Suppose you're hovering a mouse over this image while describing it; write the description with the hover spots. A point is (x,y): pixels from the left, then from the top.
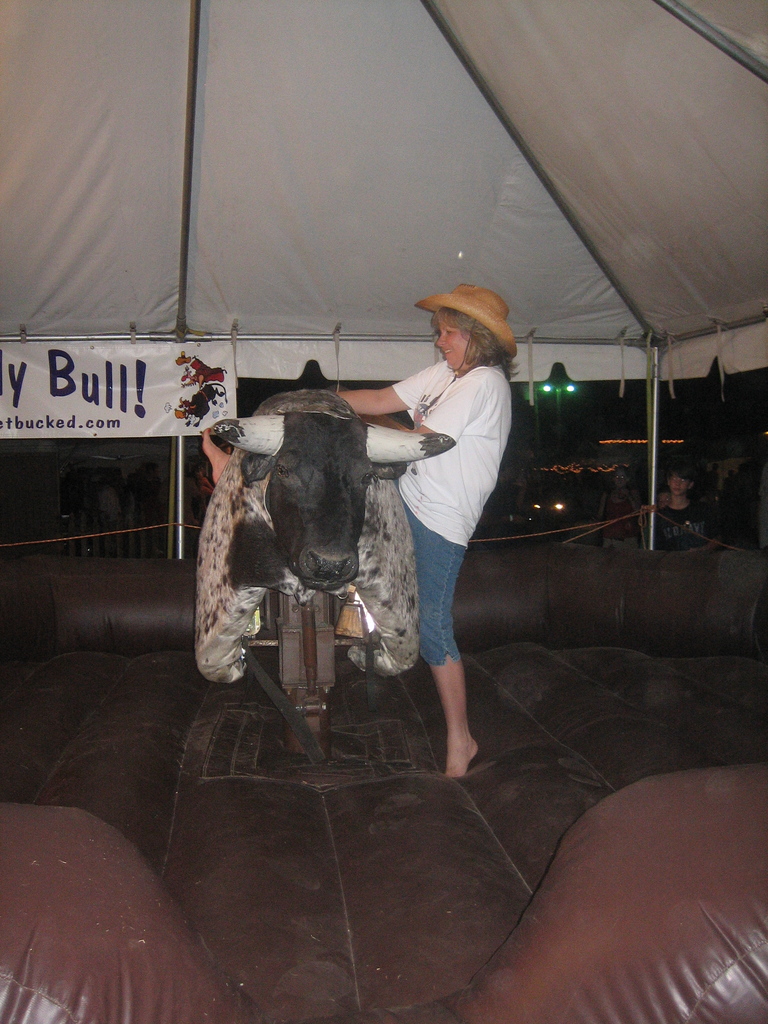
This is a rodeo bull game (309,712) and here we can see a lady (464,427).
